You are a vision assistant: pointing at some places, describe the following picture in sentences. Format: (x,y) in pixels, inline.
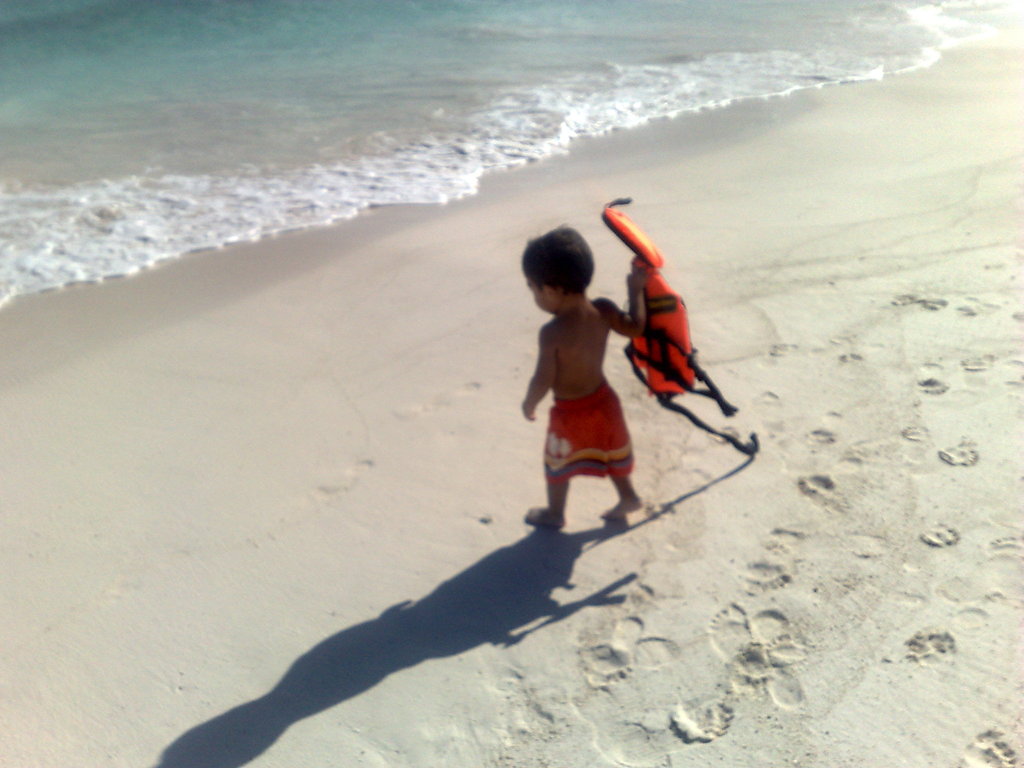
In this image we can see a kid (626,466) is walking on the sand (595,282) by holding an object (681,306) in the hand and there is a shadow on the sand (496,648). In the background (430,93) we can see water (40,194).
